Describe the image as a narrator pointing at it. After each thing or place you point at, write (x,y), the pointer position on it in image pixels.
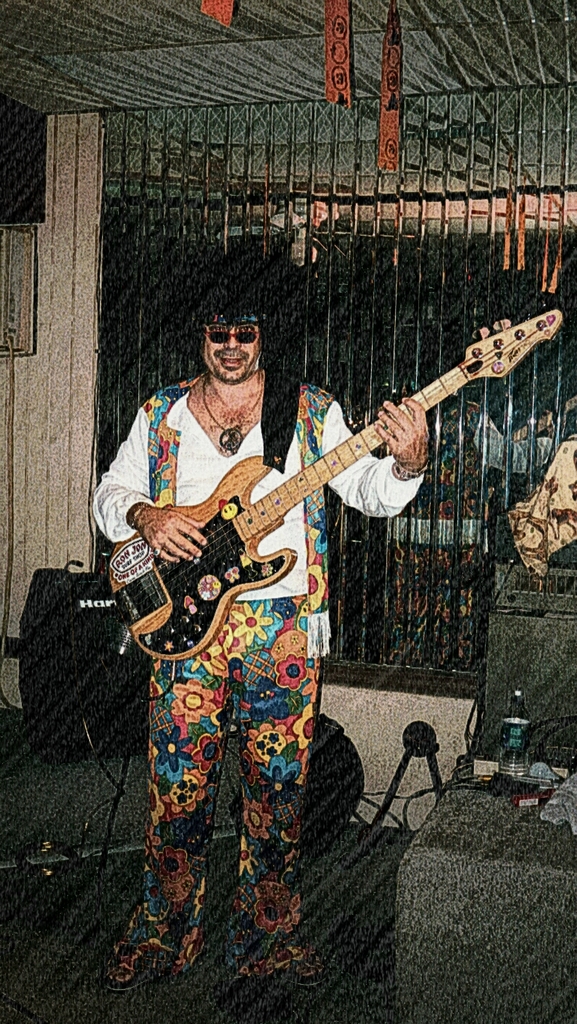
In this picture there is a man (173,517) standing and playing a guitar (187,613) and we can see bottle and objects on the platform (448,823). In the background of the image (190,207) we can see wall (90,225), devices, stand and objects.
